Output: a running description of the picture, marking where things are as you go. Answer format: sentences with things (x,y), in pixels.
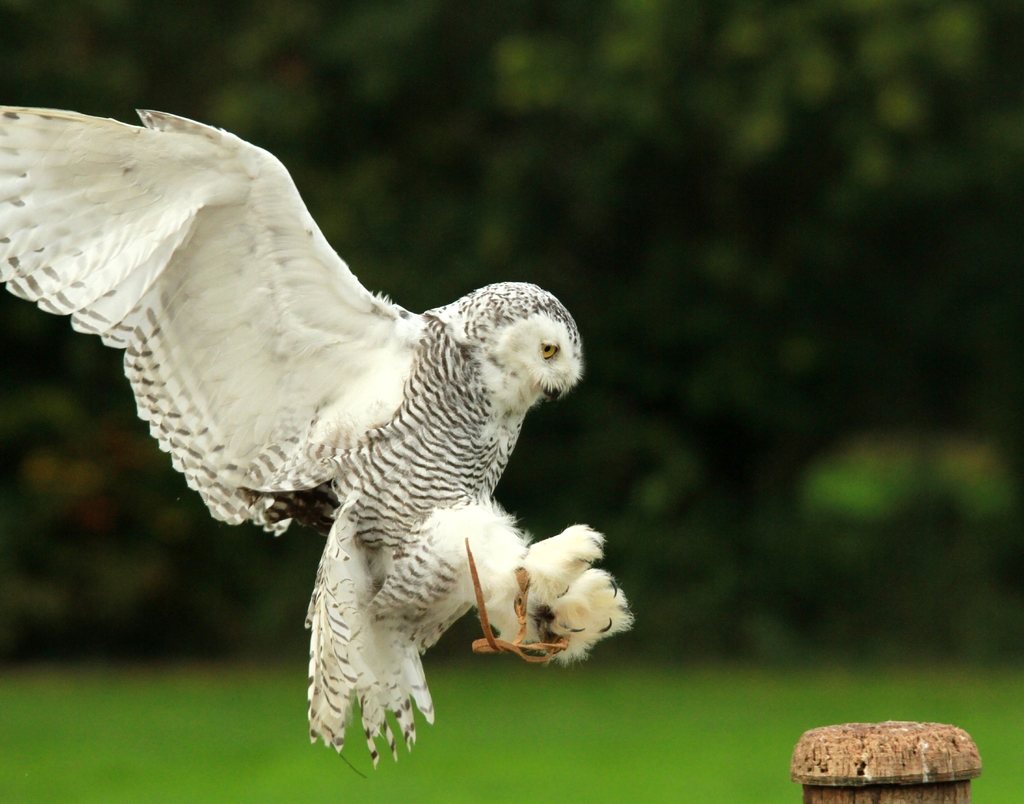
In this image we can see a bird (416,563) flying in the air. In the background (646,505) there are trees (742,651) and ground (41,718).
